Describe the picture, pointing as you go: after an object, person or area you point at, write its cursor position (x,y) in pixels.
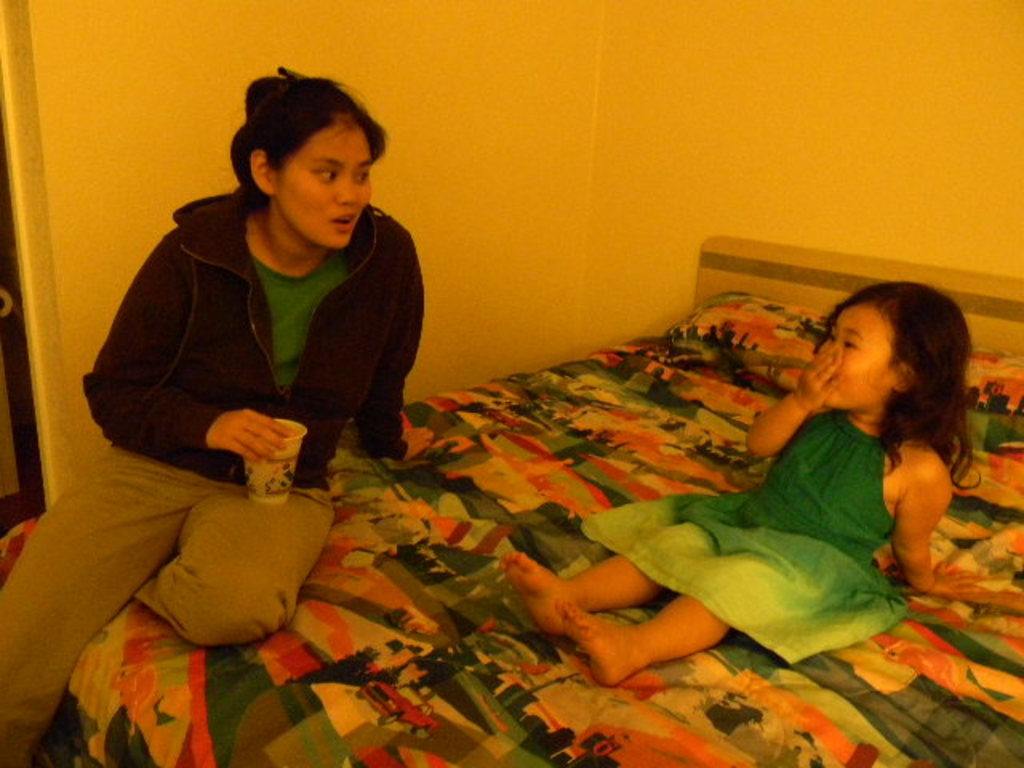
In this image we can see a girl (925,481) sitting on the bed (976,379) and on the left side of the image (312,229) we can see a woman (184,255) sitting and looking at the girl (707,506) and we can see the wall (840,115).
